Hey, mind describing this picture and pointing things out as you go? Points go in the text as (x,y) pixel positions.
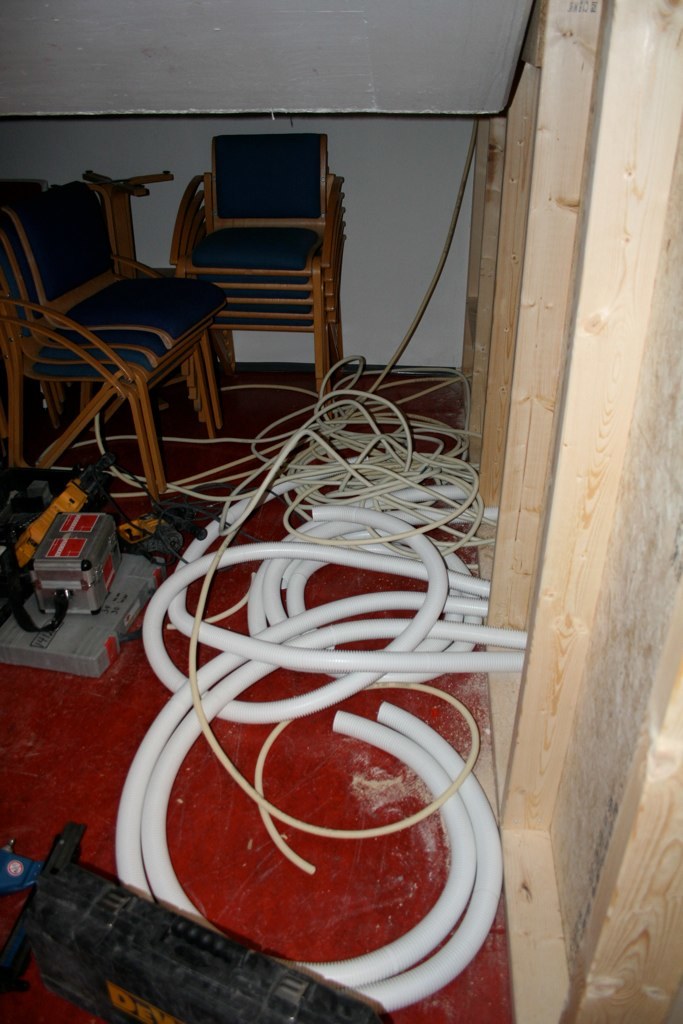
In this image I can see the pipes (299,659), electronic gadgets (66,614) and black color objects (76,913) on the red color surface (180,775). To the right (537,847) I can see the cream color wooden object (582,589). To the left (20,392) I can see the chairs (125,280). And there is a white color background (266,39).
